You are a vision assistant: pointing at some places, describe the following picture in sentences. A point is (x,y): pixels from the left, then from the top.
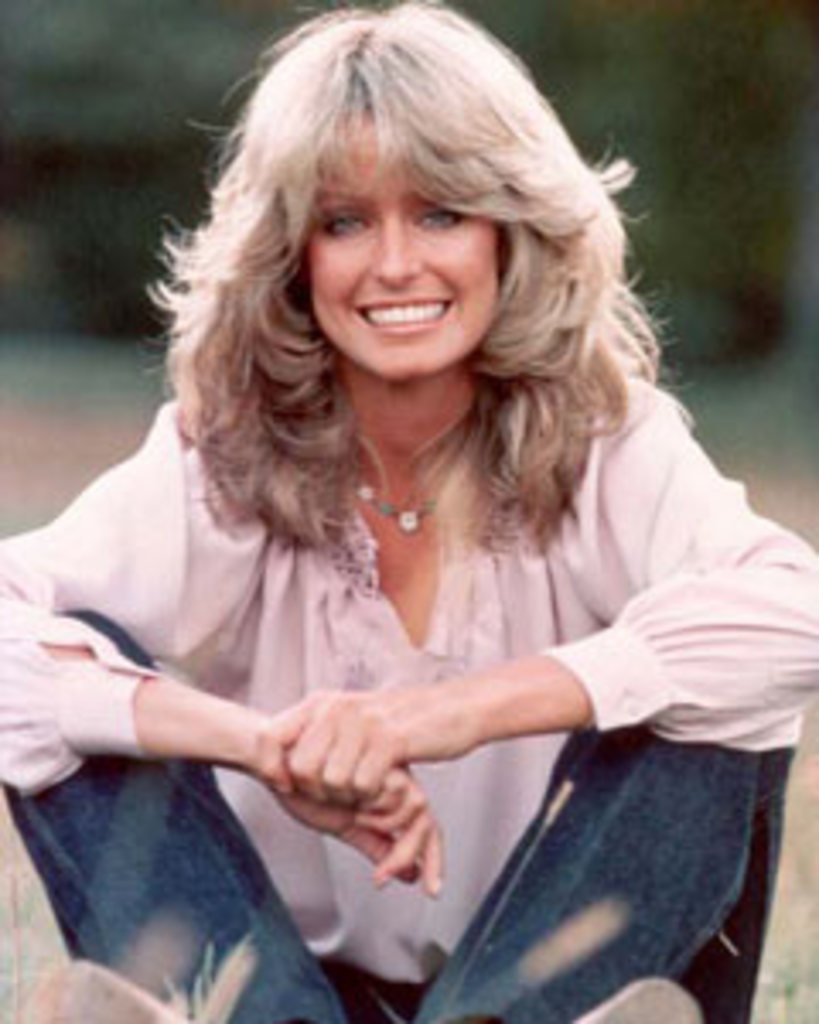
Here in this picture we can see a woman (432,447) sitting on the ground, which is covered with grass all over there and she is smiling.
